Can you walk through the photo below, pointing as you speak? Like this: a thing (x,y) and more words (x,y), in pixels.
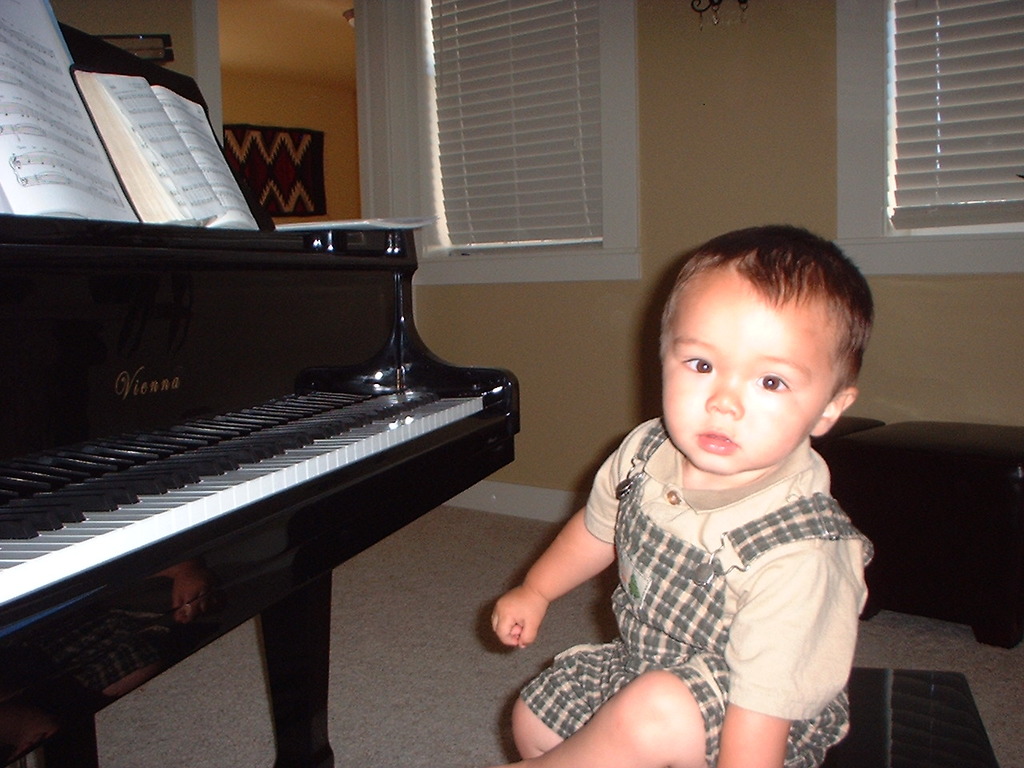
This is the picture taken in a room (719,181), the baby (687,532) is sitting on a chair (871,714). In front of the baby (680,620) there is a music instrument (219,473) and top of the music instrument (110,337) there are music books (103,180). Behind the music instrument (266,321) there are windows (898,118) and a wall (713,136).
